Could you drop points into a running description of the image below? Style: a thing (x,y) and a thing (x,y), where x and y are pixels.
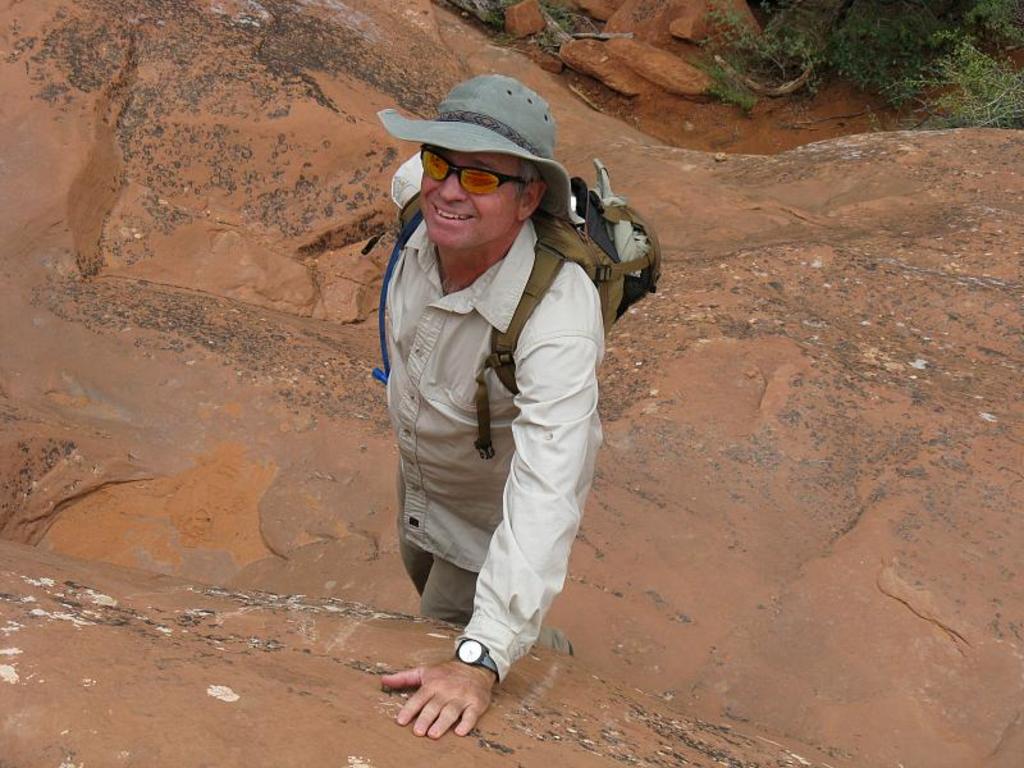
As we can see in the image there is a man (508,487) wearing white color shirt (498,467), hat (422,140), spectacles (486,172) and bag (483,399). There are rocks (697,757) and plants (958,63).
